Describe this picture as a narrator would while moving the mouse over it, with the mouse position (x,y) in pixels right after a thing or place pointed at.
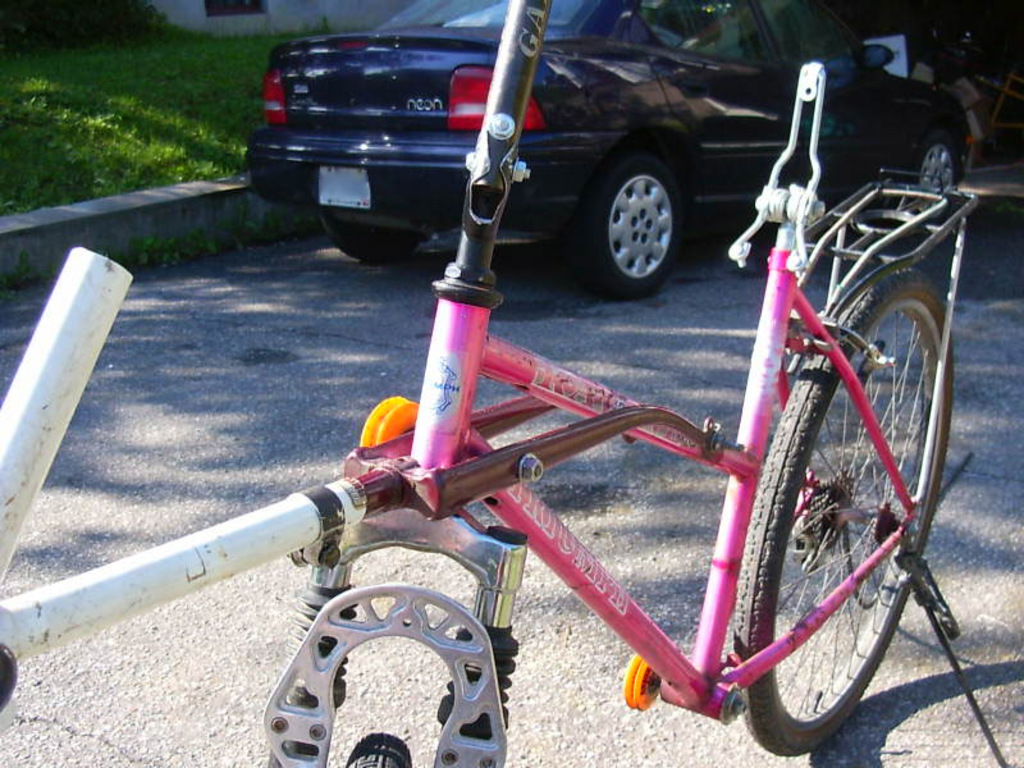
In this image I can see the bicycle (802,437) and the car (553,171) on the road (561,336). The bicycle (822,334) is in pink color and the car (451,159) is in navy blue color. To the side of the car (425,110) I can see the grass (209,54) and the wall (245,22).
